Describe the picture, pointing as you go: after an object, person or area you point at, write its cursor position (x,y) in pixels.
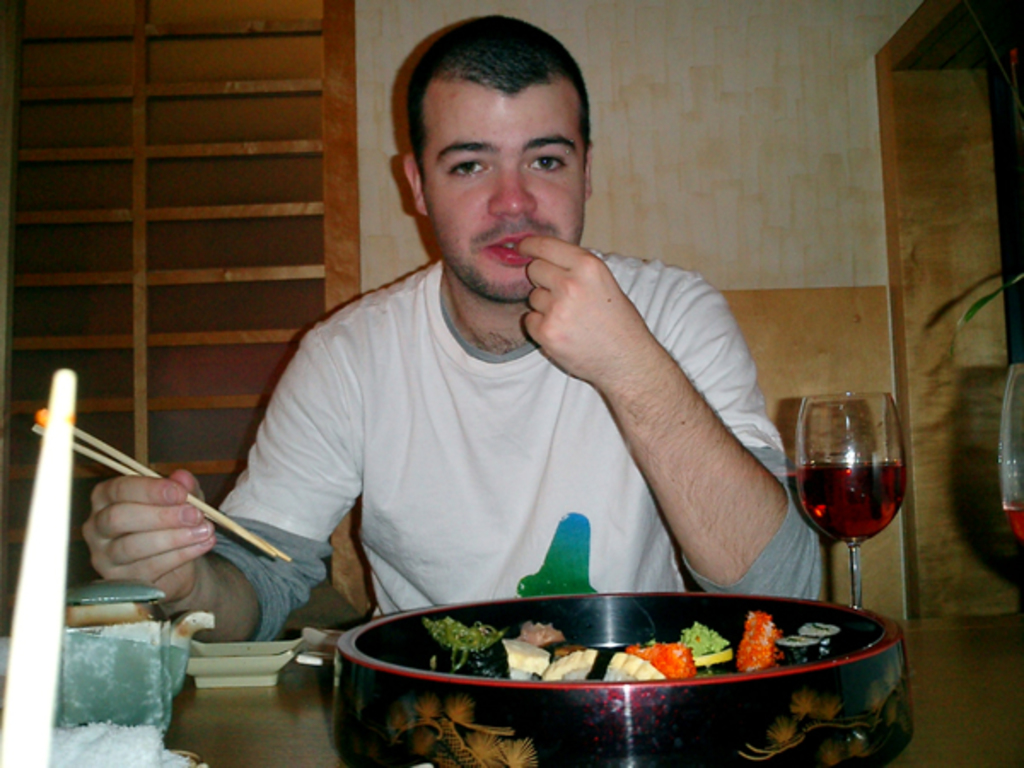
On the table (185,692) we can see food items (485,674) in a large bowl (553,723) and there are two glasses (874,527) with wine (847,498) on the right side (884,430) and there is a tea pot (89,651) and some other objects (214,660) on the table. We can see a man (486,351) sitting on a chair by holding chopsticks (231,520) in his hand (196,536). In the background (232,252) we can see a wall (675,29) and on the right side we can see a leaf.
